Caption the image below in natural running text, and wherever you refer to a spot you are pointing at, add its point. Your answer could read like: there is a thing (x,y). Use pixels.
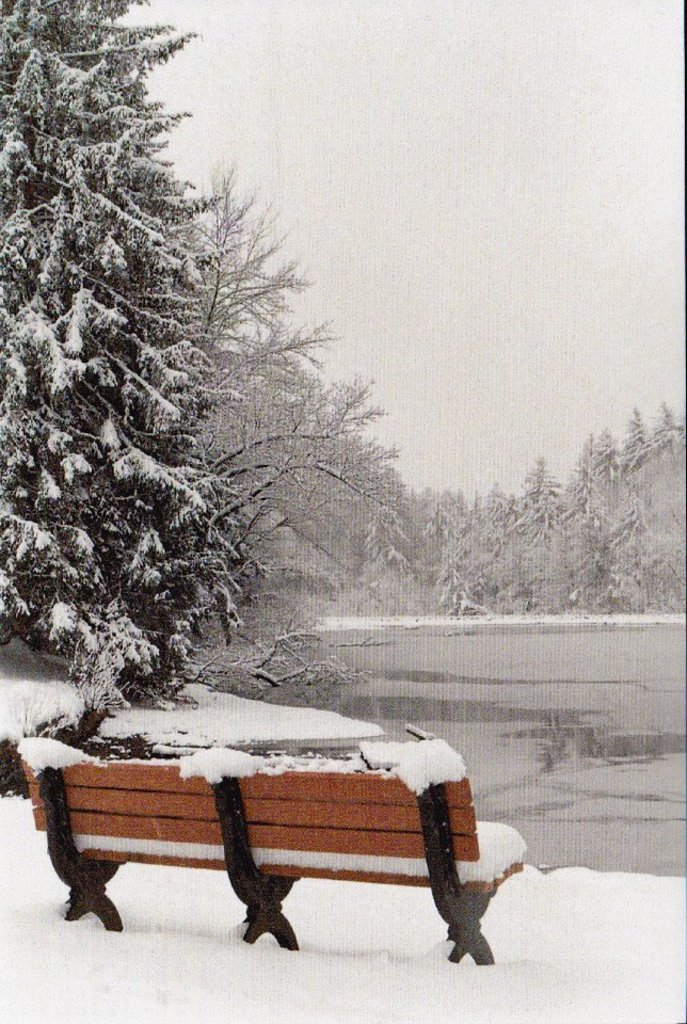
In this image we can see a bench (441,839) placed in snow (493,916). In the background (531,771), we can see water (483,719), group of trees (374,487) and the sky (480,201).
